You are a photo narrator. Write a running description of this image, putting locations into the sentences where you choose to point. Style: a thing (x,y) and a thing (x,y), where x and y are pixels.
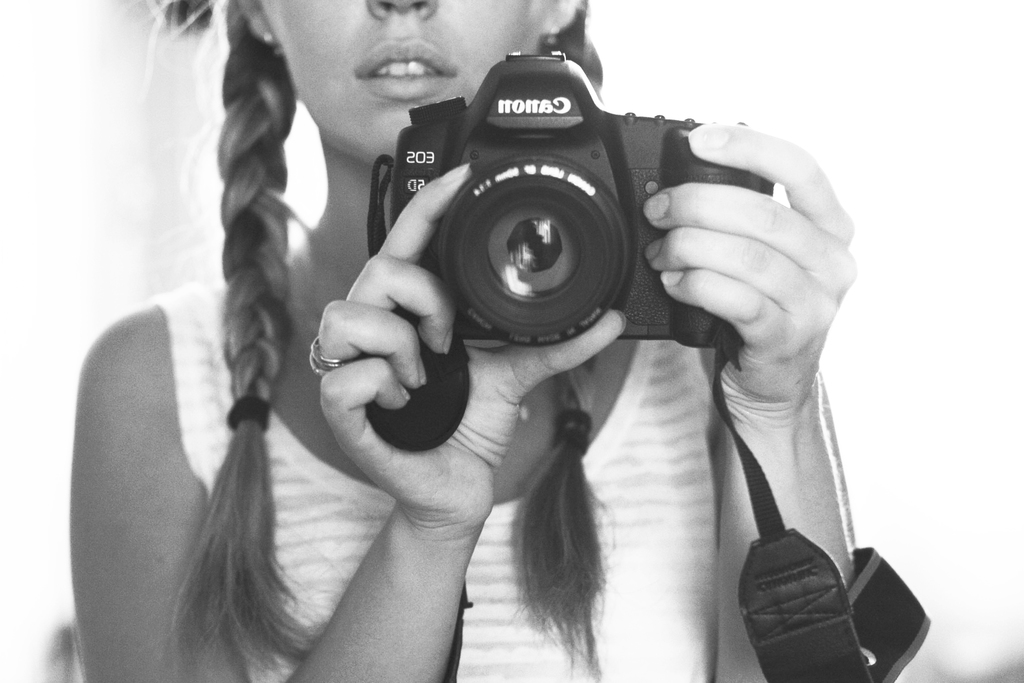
In this picture we can see woman (365,379) holding camera (559,105) with her hands (396,286) and she wore white color T-Shirt (605,479).
